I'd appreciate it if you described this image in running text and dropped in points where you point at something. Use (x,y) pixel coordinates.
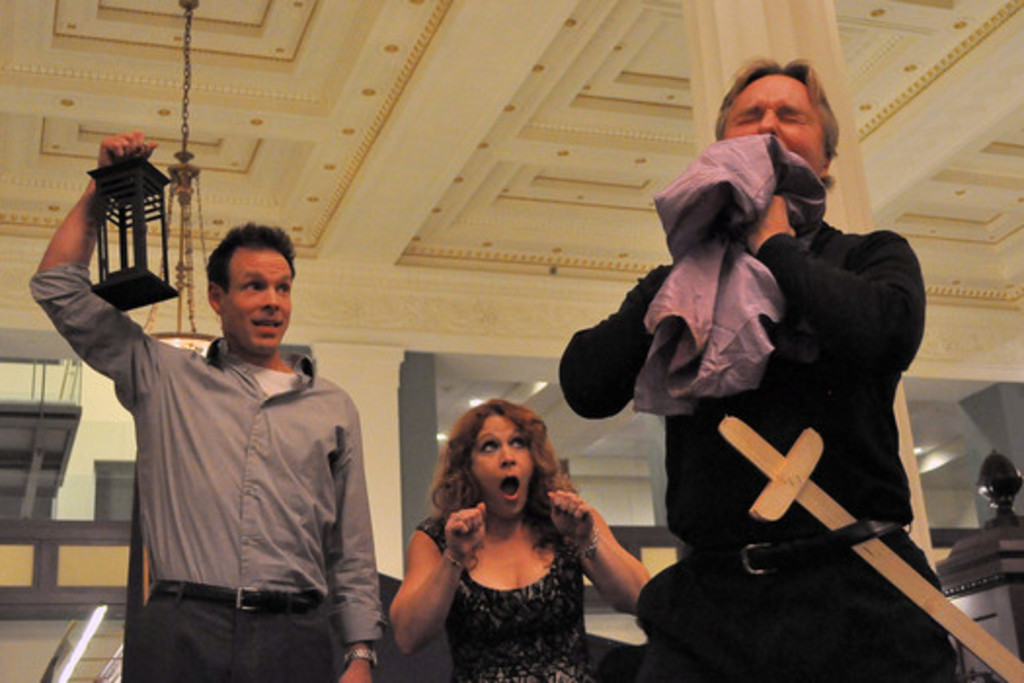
In this image on the left (243,395) I can see a man (194,456) holding something. On the right side (823,316), I can see a man (778,346). In the middle (540,442) I can see a woman (526,551). At the top (188,88) I can see a light (199,213) hanging from the ceiling (416,106).
